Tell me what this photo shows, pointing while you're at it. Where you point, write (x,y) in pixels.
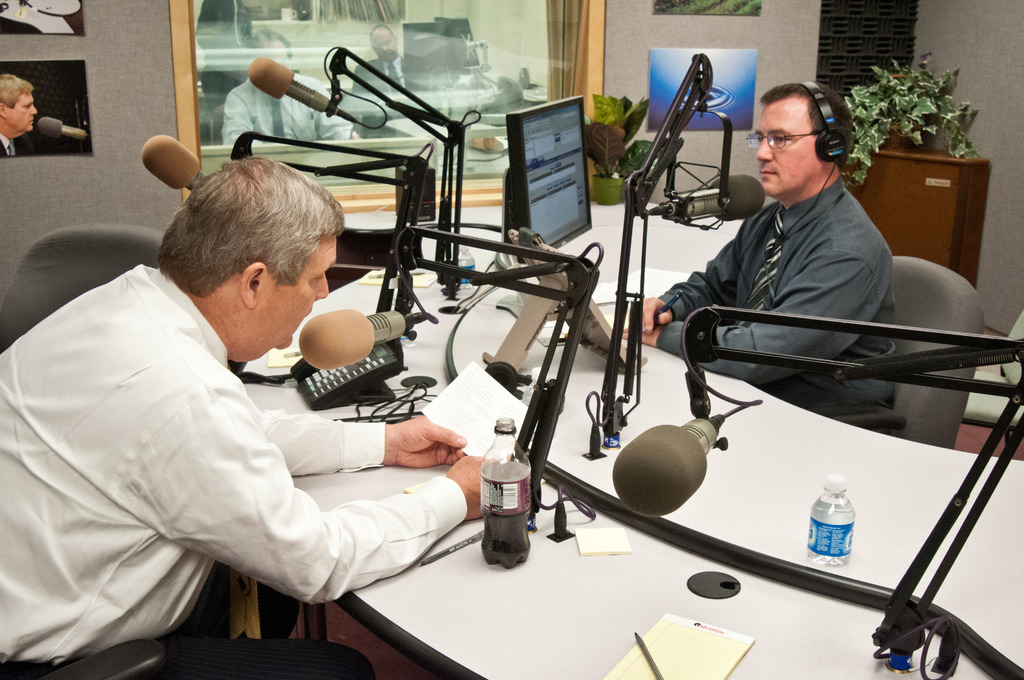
There are two men (852,275) sitting on the chairs (913,317). This is the table (545,538) with the mikes (414,237), monitor (545,188), two bottles (517,473), telephone (357,389), notepad (653,632) and few other things (653,664) on it. This looks like a wooden table (919,173) with a house plant (889,100) on it. I can see the posters (49,99) attached to the wall (770,47). This looks like a mirror (233,64). I can see the reflection (396,72) of the two people (379,45) sitting and this looks like a monitor (432,54).
